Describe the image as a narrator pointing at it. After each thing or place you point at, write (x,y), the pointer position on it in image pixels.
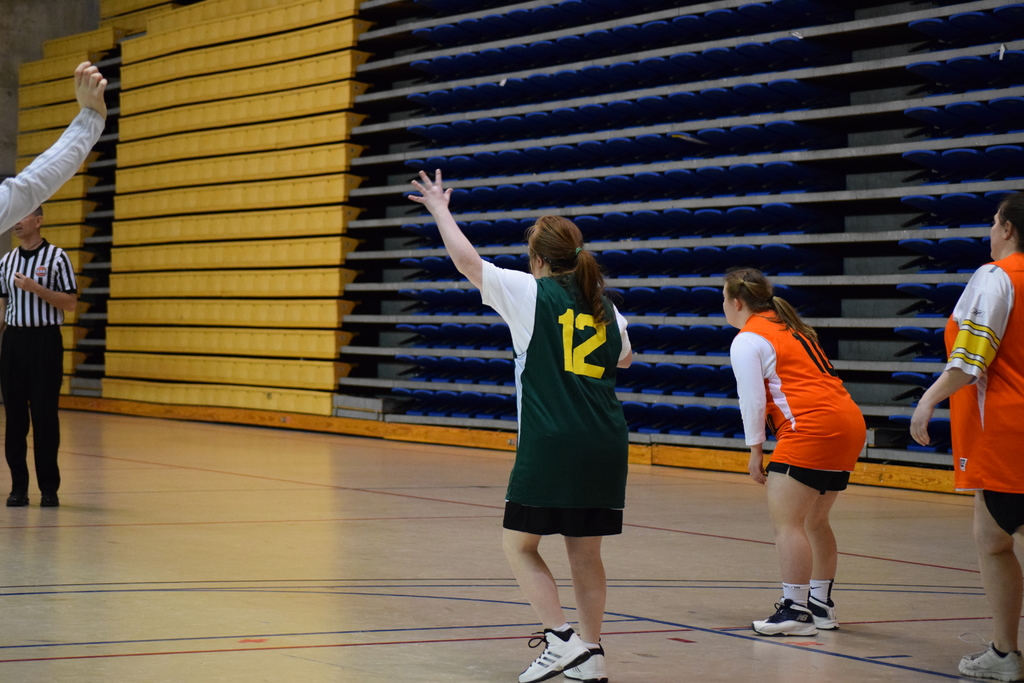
In this picture there are people (968,437) and we can see floor (296,471). In the background of the image (286,408) we can see racks (321,207).
